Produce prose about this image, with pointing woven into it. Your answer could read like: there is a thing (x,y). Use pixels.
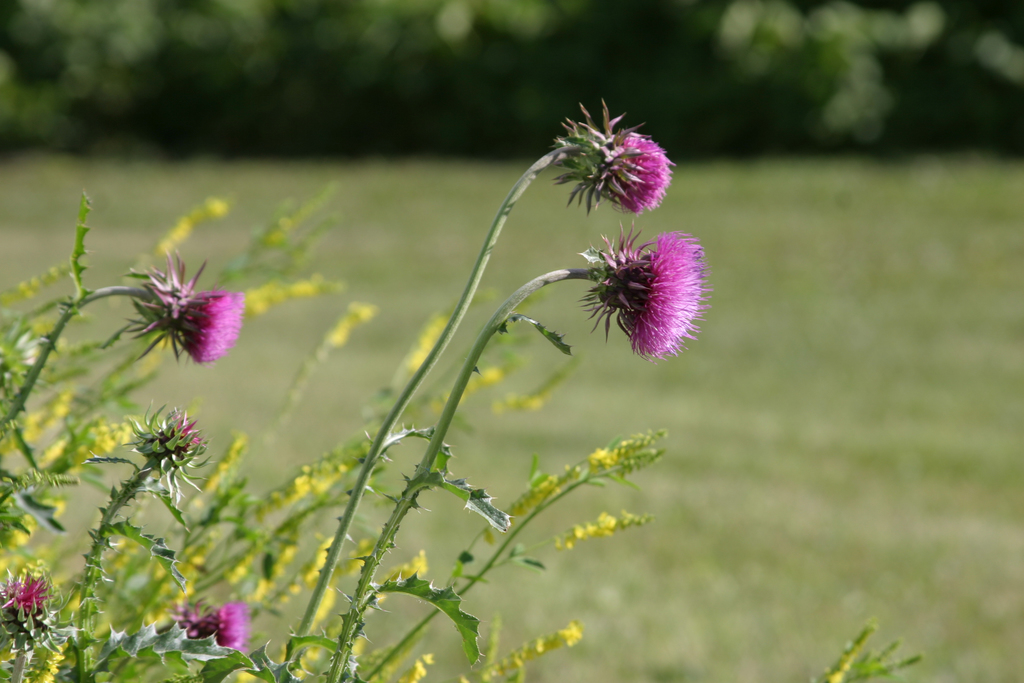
In the picture I can see the purple color flowers (23,588) of the plant (98,579). The background of the image (83,8) is blurred, where we can see grass (467,272) and trees (826,60).
